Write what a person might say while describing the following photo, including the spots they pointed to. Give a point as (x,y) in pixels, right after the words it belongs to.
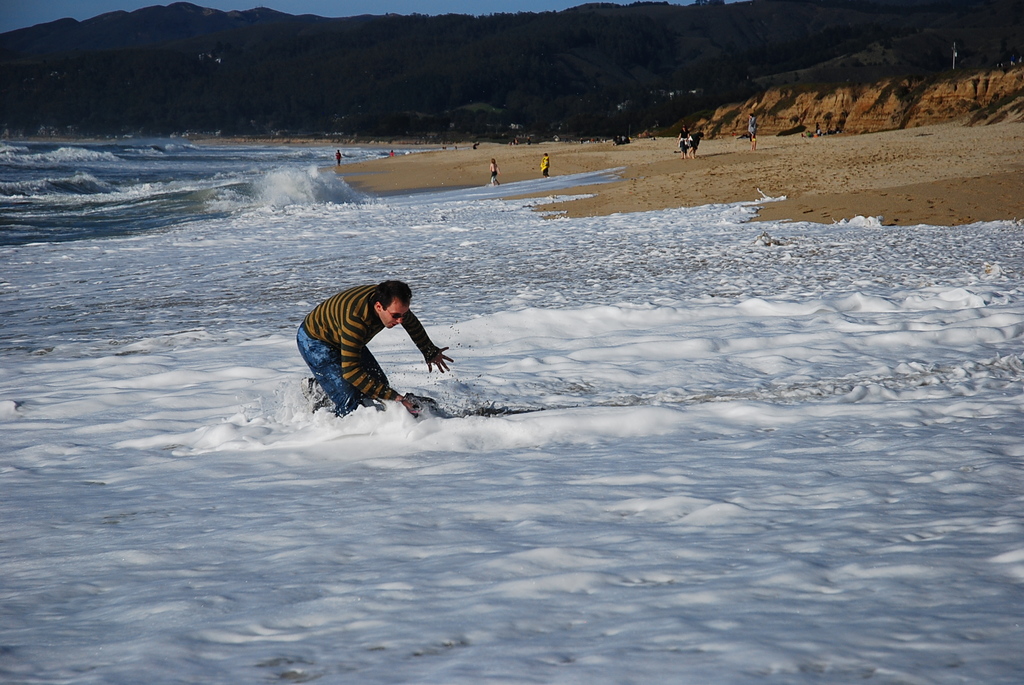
In this image there is a person (377,396) kneeling in the water (425,392). Behind him there are a few other people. On the right side of the image (859,165) there is sand (893,175) on the surface (859,165). In the background of the image (862,116) there are trees (266,103), mountains (229,37), buildings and sky (444,10).
